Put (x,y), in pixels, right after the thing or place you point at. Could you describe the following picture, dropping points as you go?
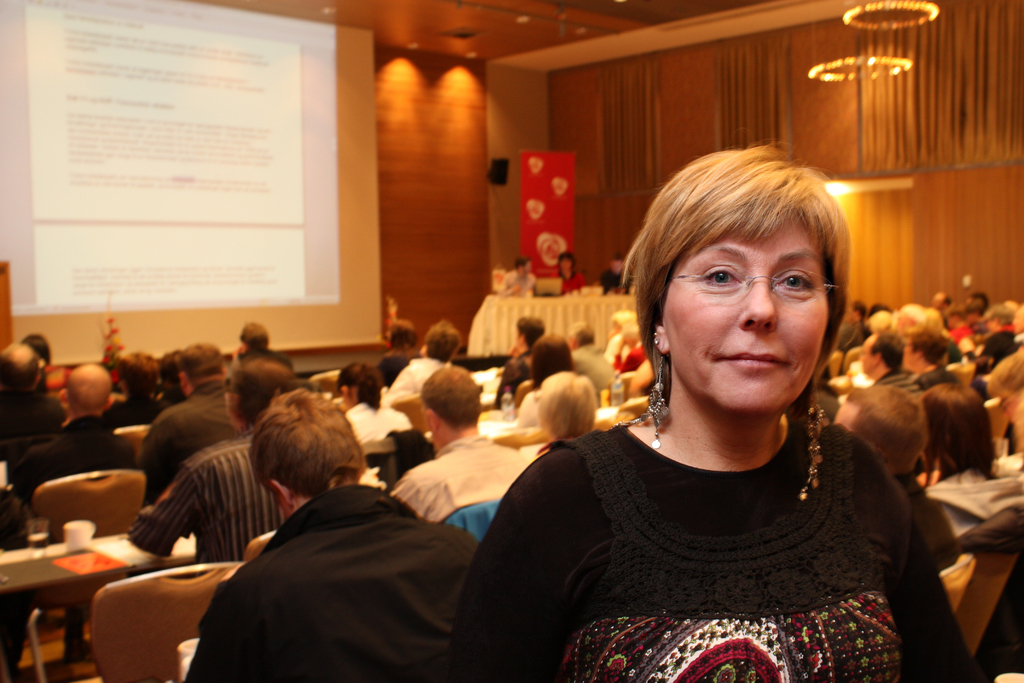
In this i can see a group of persons (241,439) sitting on the chairs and in front of them there is a screen (109,194) and a woman (742,355) standing on the right corner (746,348).
